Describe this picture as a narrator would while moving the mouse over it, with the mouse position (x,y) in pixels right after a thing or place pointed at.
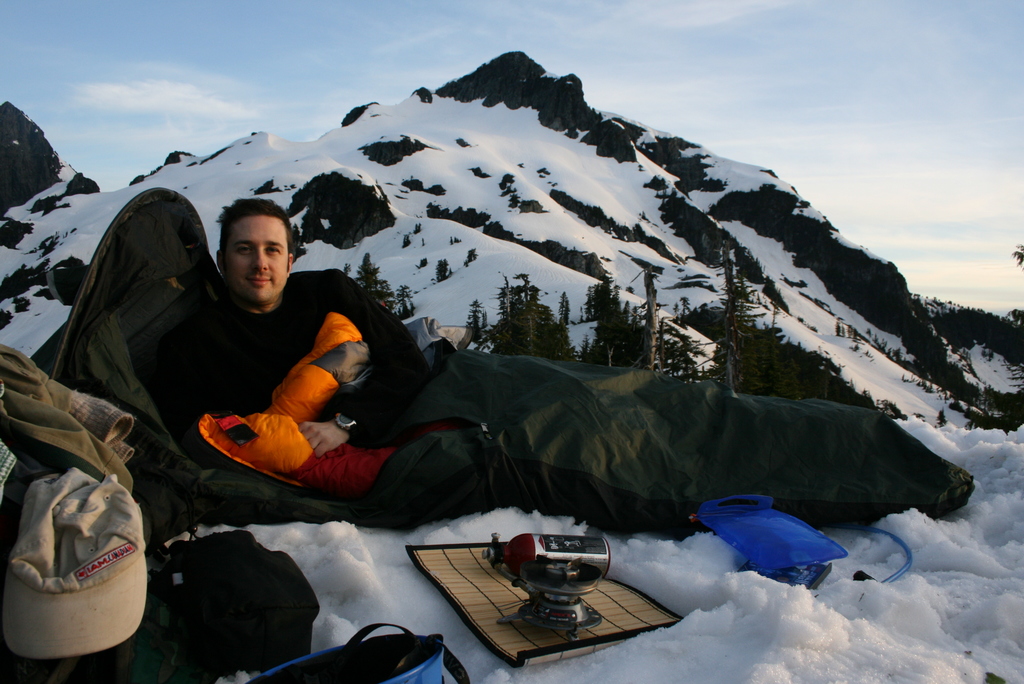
In the center of the image (399,368) we can see a person (408,383) lying down on the snow (756,593) holding a cushion (284,452). We can also see a blanket (460,431) on him. On the bottom of the image (583,609) we can see some clothes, a device (545,615) placed on a mat (506,580) and a bag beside him. On the backside (380,120) we can see the ice hills (382,118), a group of trees (670,350), the bark (652,345) of a tree (730,358) and the sky (878,99) which looks cloudy.
